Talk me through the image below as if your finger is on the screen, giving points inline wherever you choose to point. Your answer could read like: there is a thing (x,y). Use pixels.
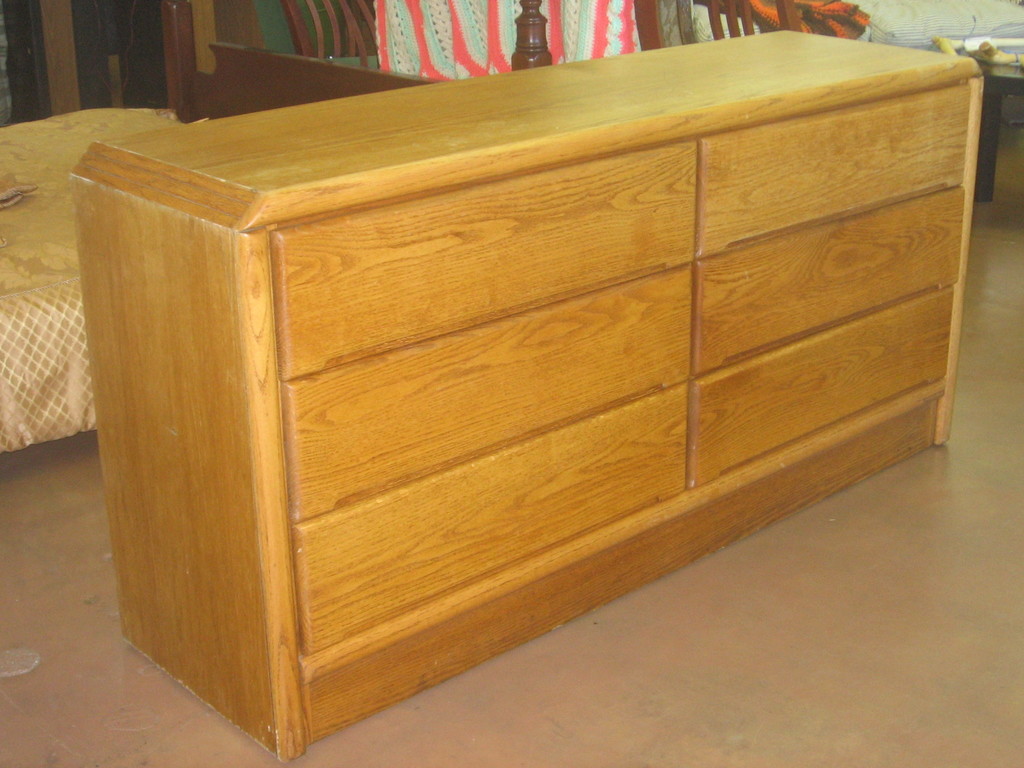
In the center of the image (589,344) we can see a wooden stand (626,475). On the left (34,362) there is a bed (45,352) and we can see chairs (717,28). On the right (1001,99) there is a table (1001,89) and we can see things (993,49) placed on the table (1000,72). At the bottom (799,689) there is a floor (662,609) and we can see a cloth (466,44).
